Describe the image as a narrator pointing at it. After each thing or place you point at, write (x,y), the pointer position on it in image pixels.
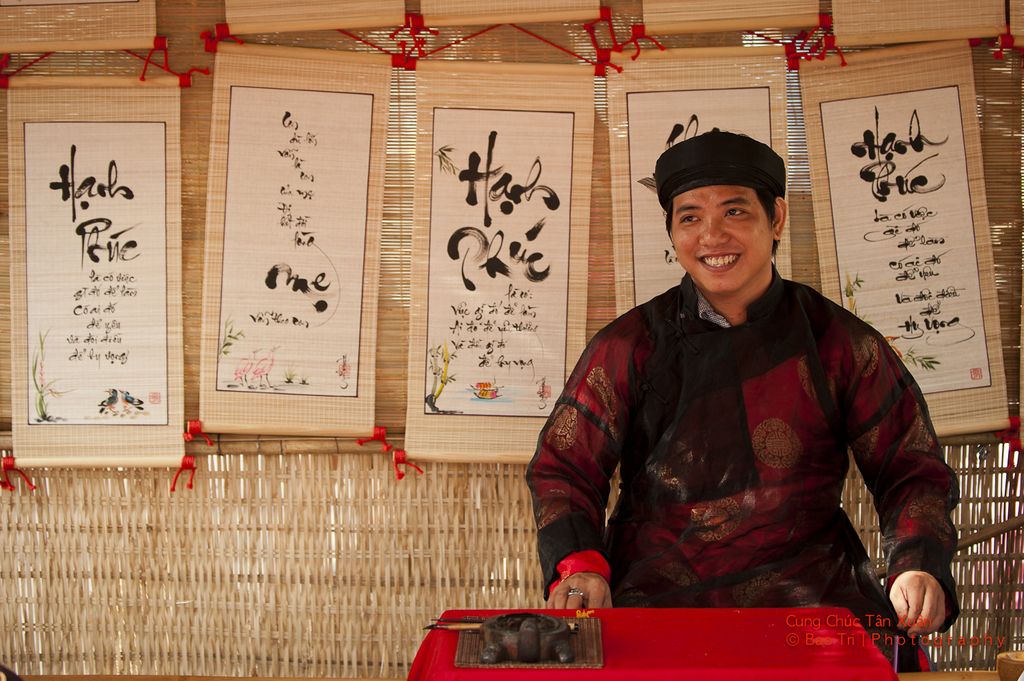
In this image I can see a person (735,373) smiling. There are scroll cards (241,267) at the back (24,350). There is a table (803,662) in the front (761,662).
